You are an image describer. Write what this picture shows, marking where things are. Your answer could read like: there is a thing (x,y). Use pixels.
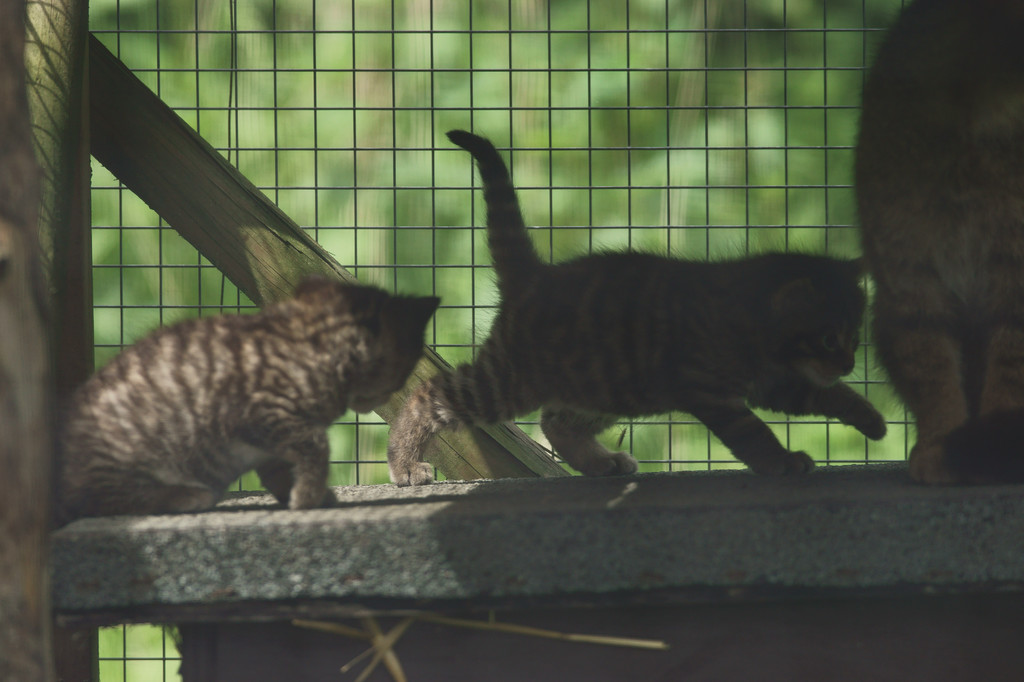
In this image in the center (350,384) there are animals (534,394) on the floor (491,504) and behind the animals (162,364) there is a wooden stand (54,272) and there is a fence (630,181) and the background (676,164) is blurry.
